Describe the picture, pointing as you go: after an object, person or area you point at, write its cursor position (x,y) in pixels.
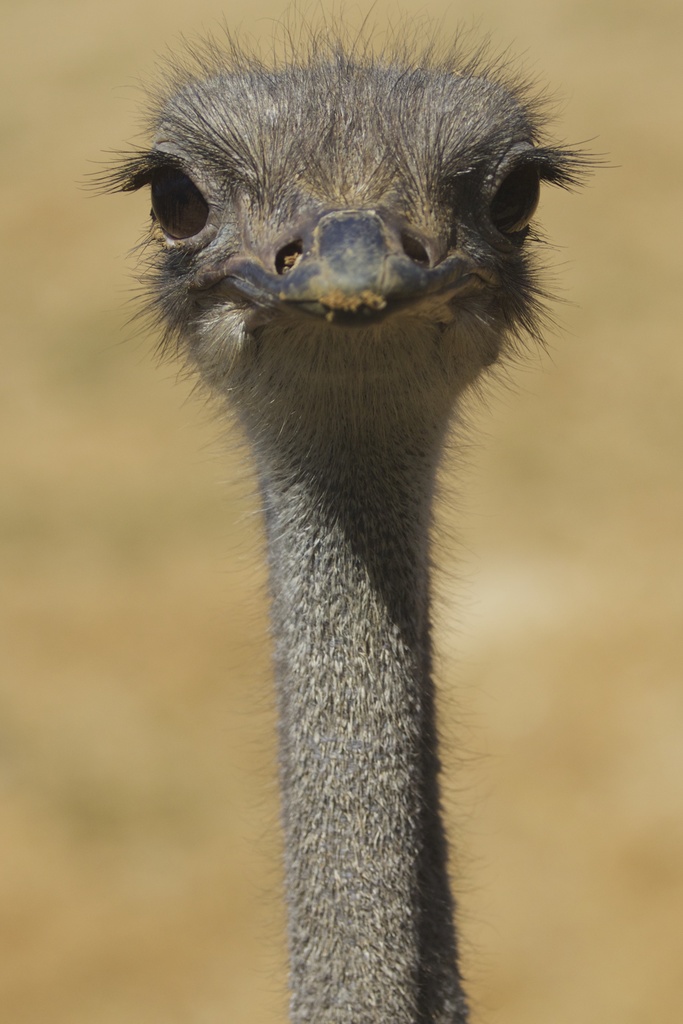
In this picture we can see the neck (333,594) of an ostrich (335,519). The background (120,880) is blurred.
